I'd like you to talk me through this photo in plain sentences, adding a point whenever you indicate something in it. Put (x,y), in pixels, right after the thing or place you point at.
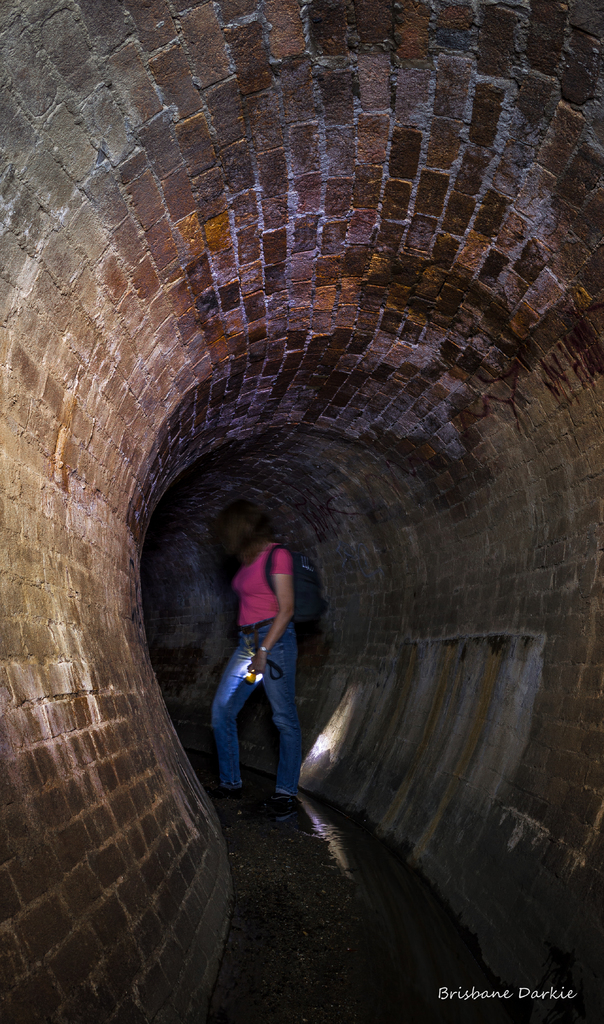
A person (267,645) is standing inside a brick tunnel (316,709) wearing a pink t shirt (261,594), jeans (285,693), bag (302,597) and holding a torch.
